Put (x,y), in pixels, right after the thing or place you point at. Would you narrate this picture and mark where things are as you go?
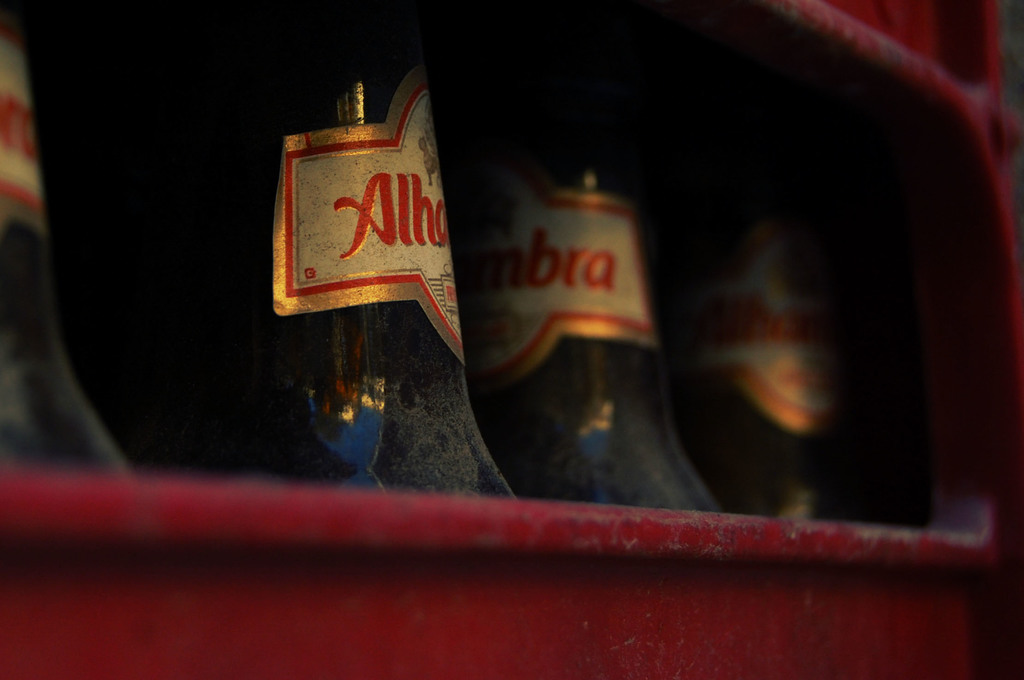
In this image I can see the red colored object (614,589) and in it I can see few glass bottles (339,352) which are black in color. I can see cream, red and gold colored stickers (761,305) attached to the bottles (790,467).
